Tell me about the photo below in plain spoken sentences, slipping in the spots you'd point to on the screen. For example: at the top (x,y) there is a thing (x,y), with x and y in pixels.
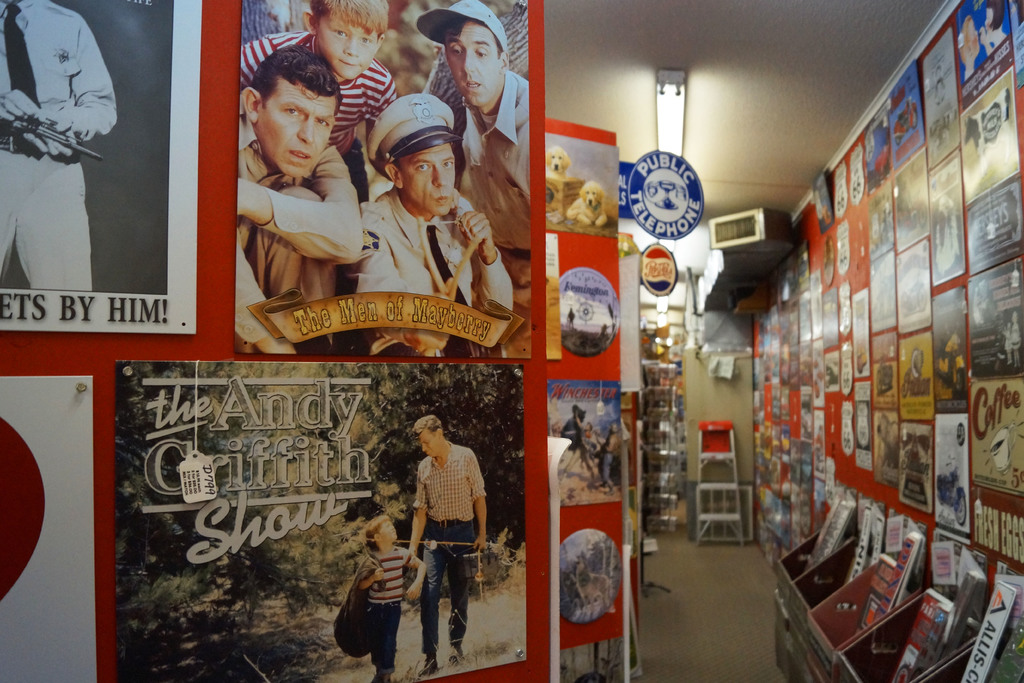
Inside a store (615,466) there are a lot of posters (291,398) attached to the wall (853,388) and in front of one of the wall (822,515) there are collection of signs (914,574).
